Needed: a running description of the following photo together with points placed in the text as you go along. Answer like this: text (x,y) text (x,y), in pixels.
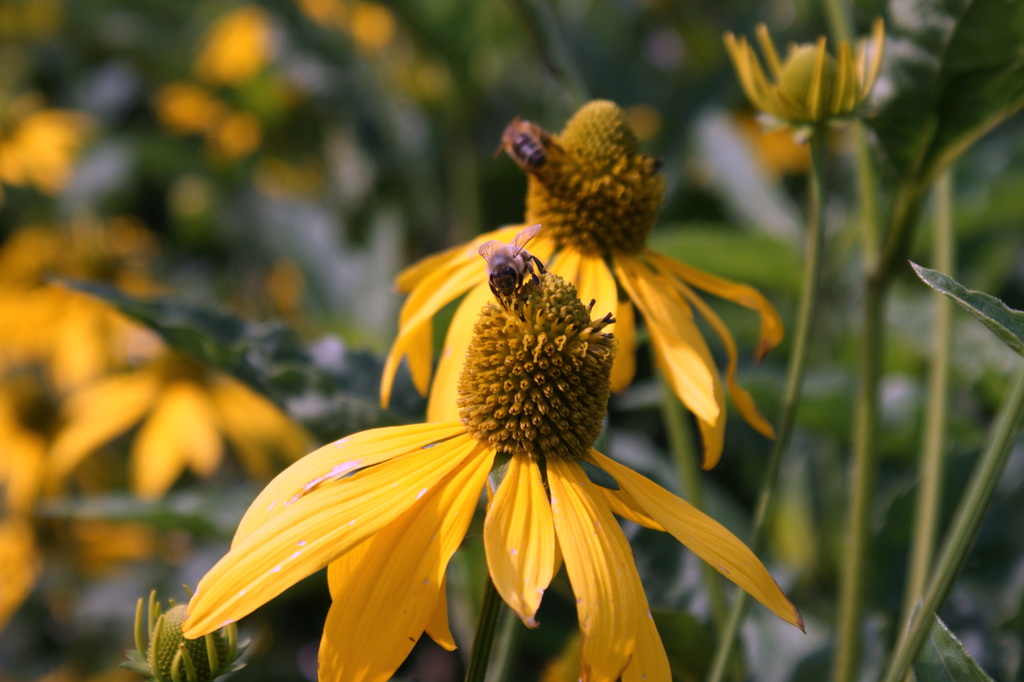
In the center of the image (540,267) we can see the honey bees (513,287) on the flowers (633,235). In the background of the image (7,459) we can see the plants (351,318), flowers (206,399) and buds (183,668).
